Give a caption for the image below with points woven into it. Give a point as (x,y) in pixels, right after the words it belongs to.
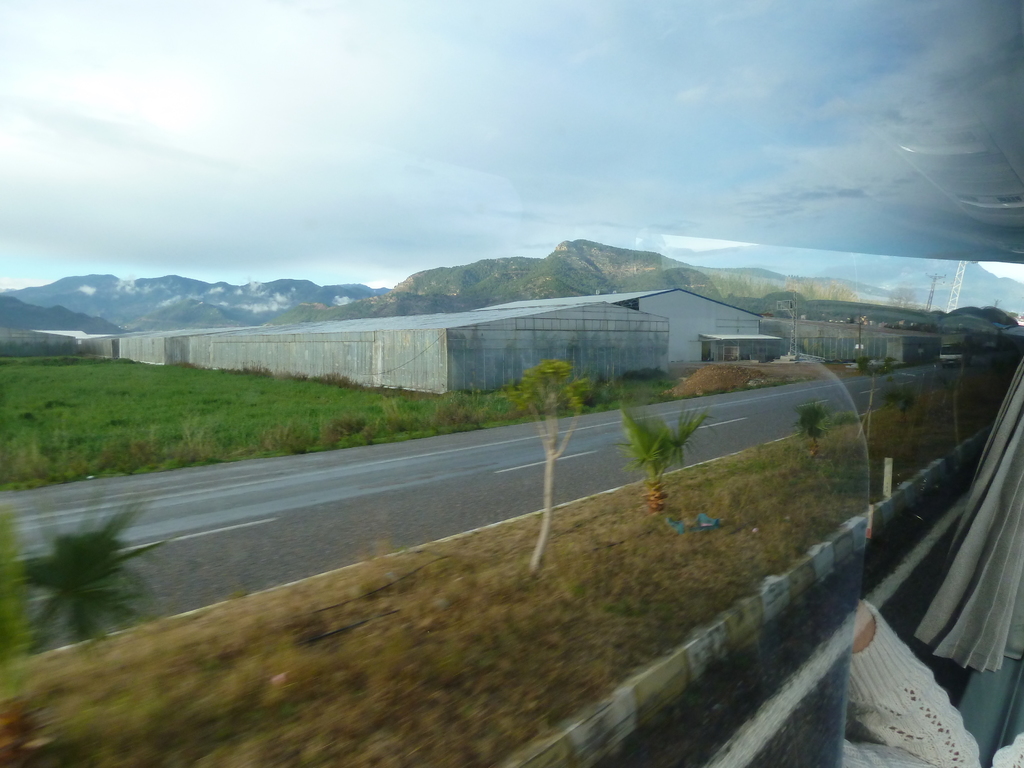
In this picture there is a vehicle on the road (476,499) and there is a poultry farm (584,334), greenery ground (240,407) and mountains (294,283) in the background (294,283) and there is a hand (919,708) of a person (932,719) in the right corner (926,735).
